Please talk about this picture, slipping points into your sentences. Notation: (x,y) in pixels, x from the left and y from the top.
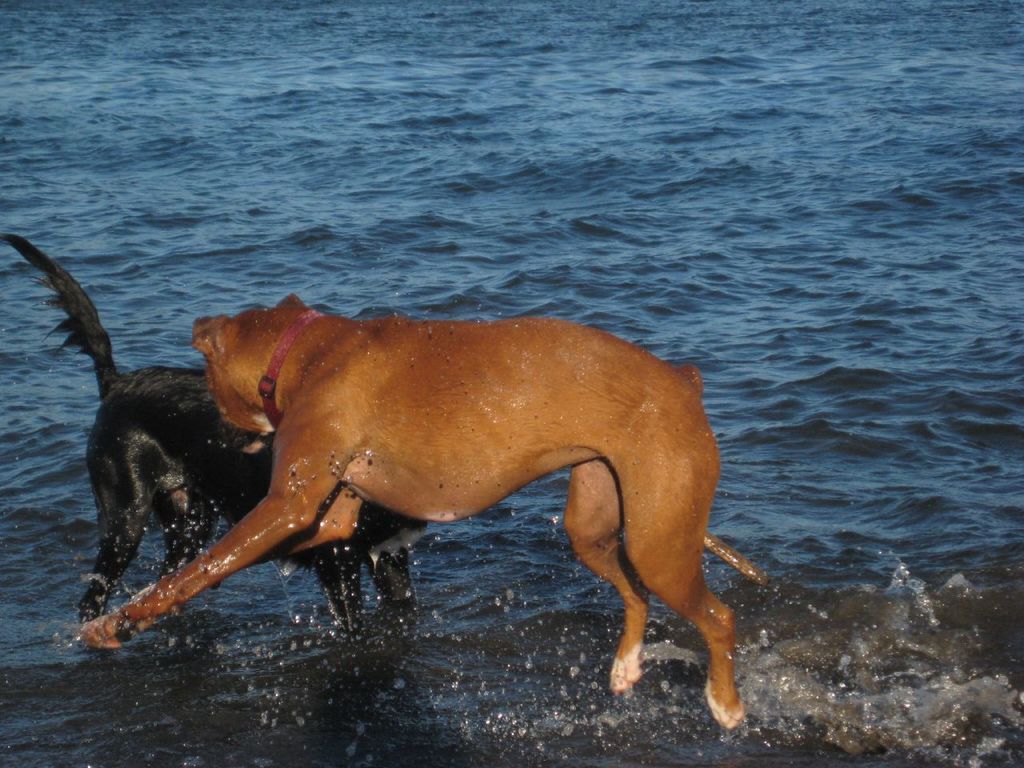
Here I can see two dogs (215,427) in the water (816,475). It seems like they are fighting.
